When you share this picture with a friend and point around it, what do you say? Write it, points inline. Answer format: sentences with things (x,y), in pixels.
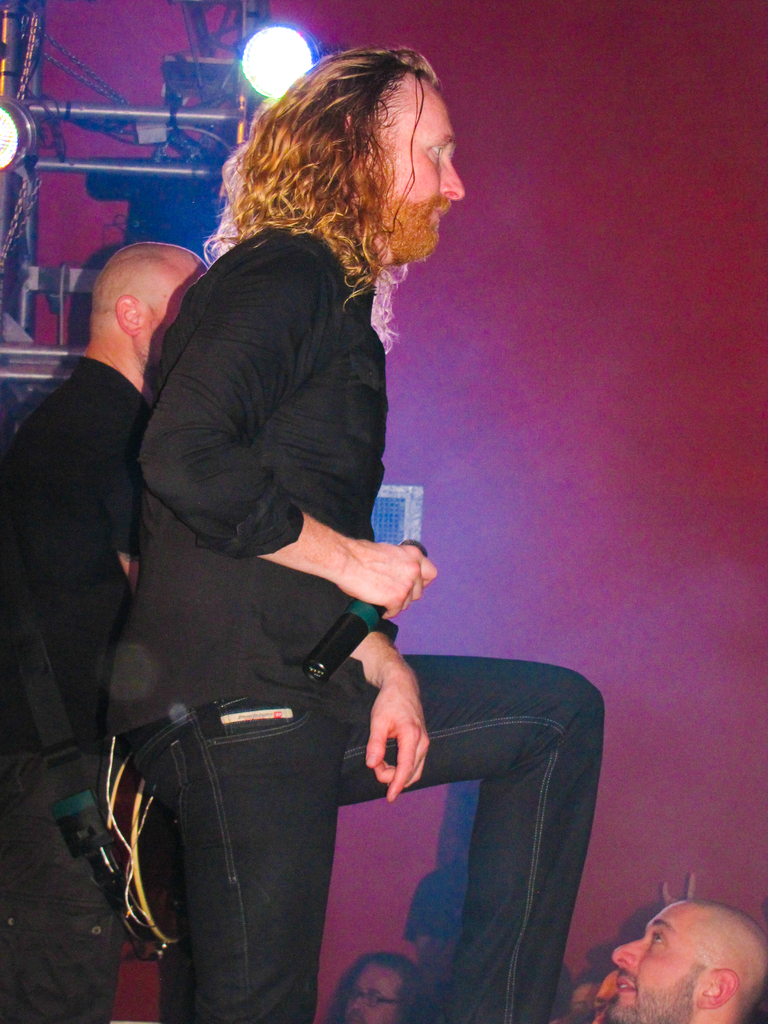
In this image a person (277,558) wearing a black top (276,573) is holding a mike (342,635) in his hand (388,600). He is standing. Beside him there is a person (106,632). Bottom of the image (402,997) there are few persons (388,1002). Left top there are few metal rods (149,169) having few lights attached to it.
